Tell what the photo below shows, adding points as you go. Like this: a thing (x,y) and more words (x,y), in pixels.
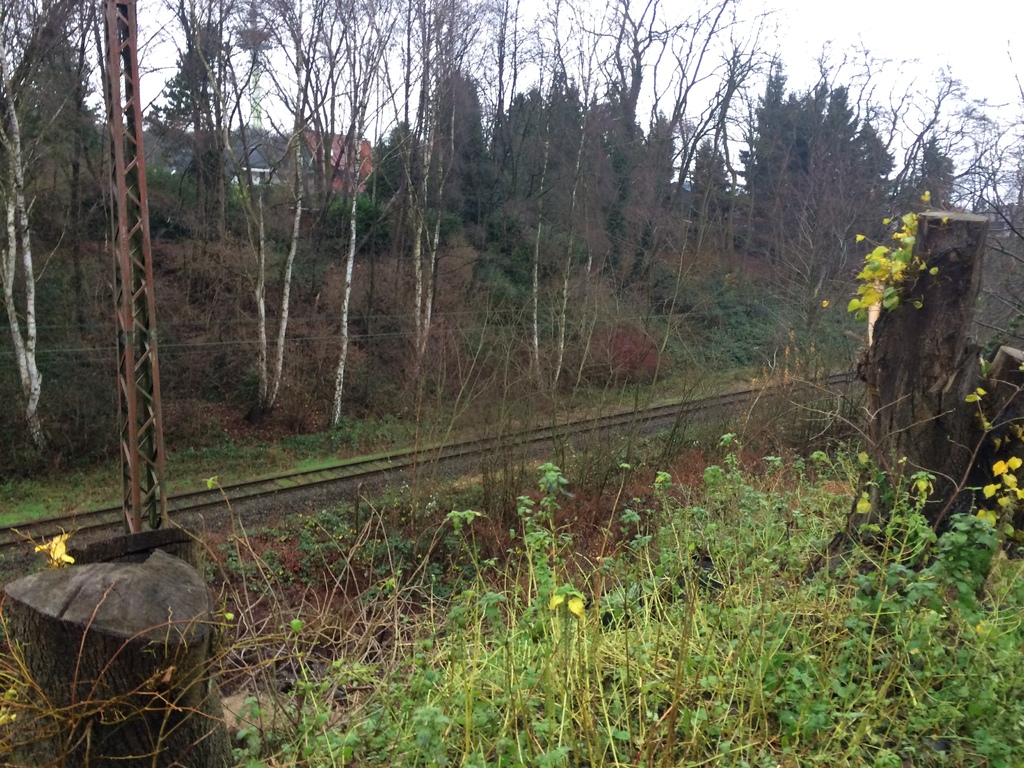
In the image we can see train track (296,483), pole (148,393), grass (699,578), plant (659,540), tree trunk (115,610), trees (451,285), building (348,165) and a sky (784,38).
